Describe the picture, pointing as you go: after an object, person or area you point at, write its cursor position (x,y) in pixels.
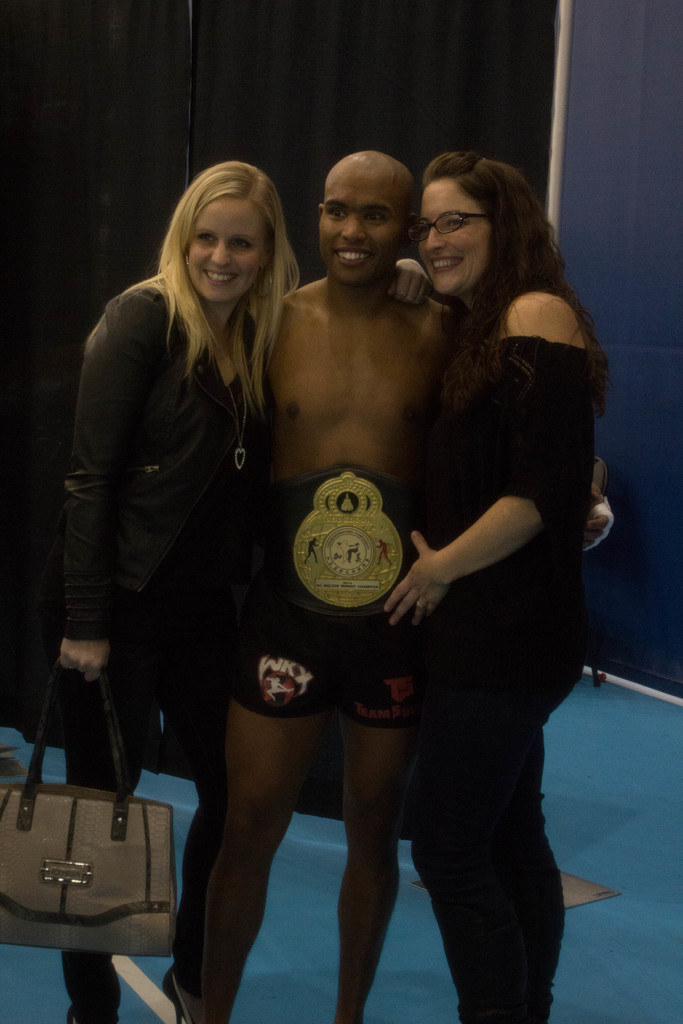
In this picture there are three persons (324,477). The women (452,507) at the right side (512,517) is standing and having smile on her face (481,234). In the center (356,426) a man (350,413) is standing wearing a belt (368,551) and is smiling. At the left side (180,425) woman (173,450) standing and holding a purse (96,849) along with her is having smile (227,278) on her face (218,266). In the background (406,125) there is a black colour curtain (369,68). On the floor (618,820) there is blue colour carpet (628,868).
